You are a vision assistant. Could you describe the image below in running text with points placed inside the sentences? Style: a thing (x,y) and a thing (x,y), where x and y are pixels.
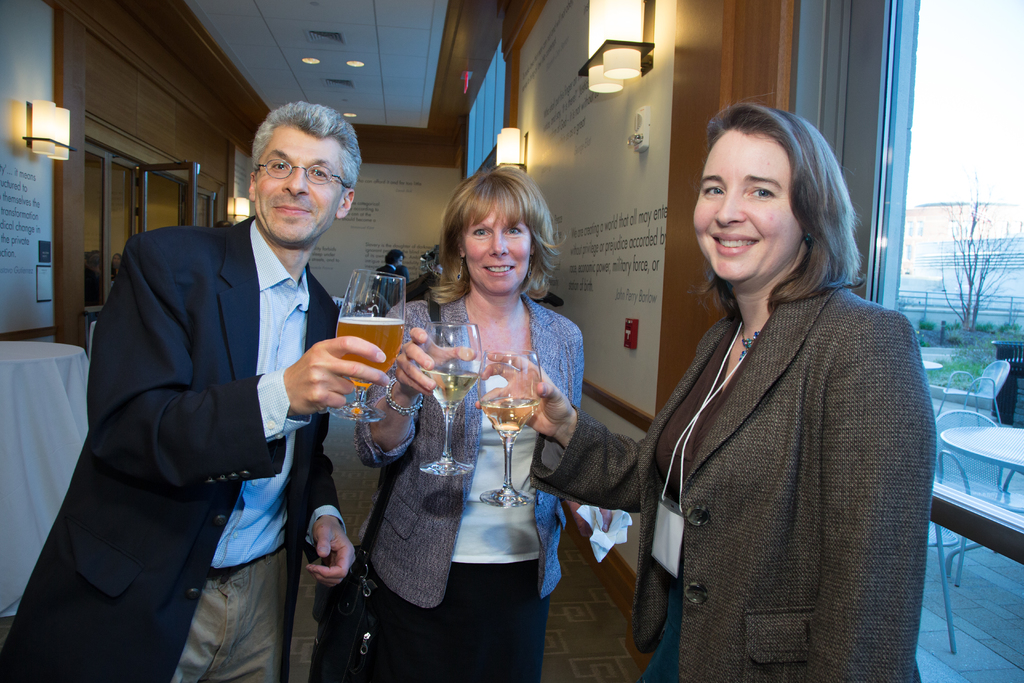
In this image we can see three people (499,444) standing and holding glasses (381,289). To the right side of the image (881,249) there is a glass wall (944,390) through which we can see chairs (981,470) and tables (966,430). In the background of the image (620,155) there is wall (379,192) with some text (350,224). To the left side of the image (206,187) there is door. At the top of the image (299,88) there is ceiling (355,90). At the bottom of the image (587,667) there is carpet (583,657).
